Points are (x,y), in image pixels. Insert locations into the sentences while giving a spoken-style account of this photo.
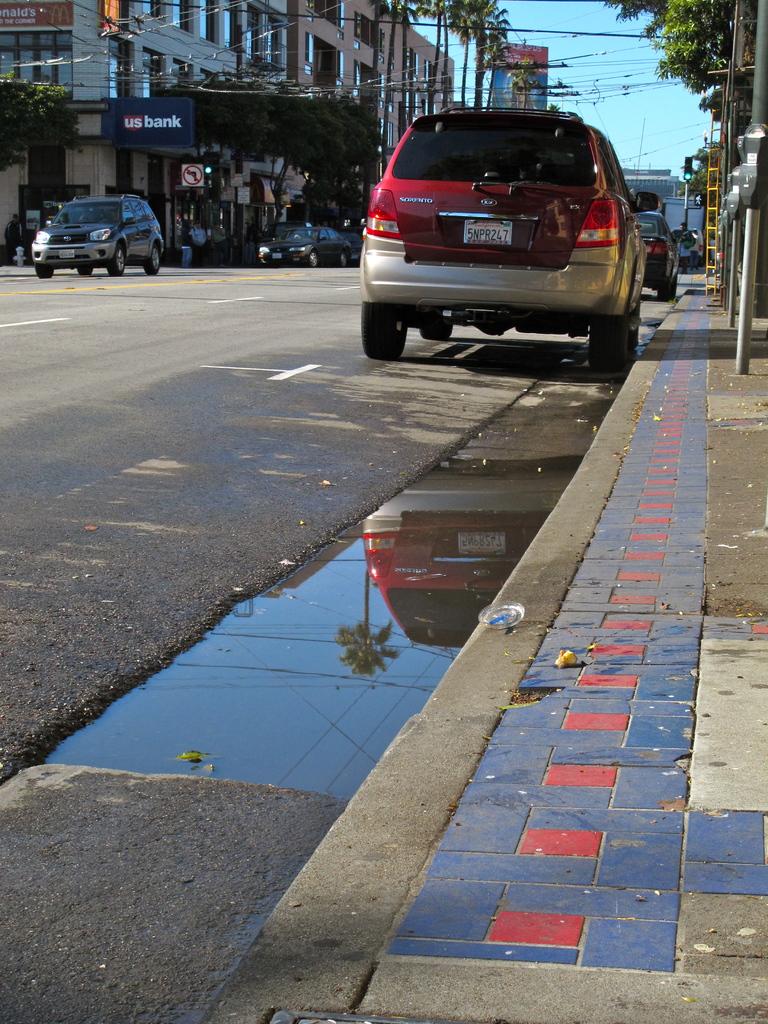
In this image there is a road (235,456) on which there are cars (328,258). At the bottom (239,685) there is some water (292,591) on the road (350,631). On the left side (174,61) top there are buildings (279,69) beside the road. On the foot path (709,364) there are parking meters (728,221) and electric poles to which wires (477,64) are connected.
